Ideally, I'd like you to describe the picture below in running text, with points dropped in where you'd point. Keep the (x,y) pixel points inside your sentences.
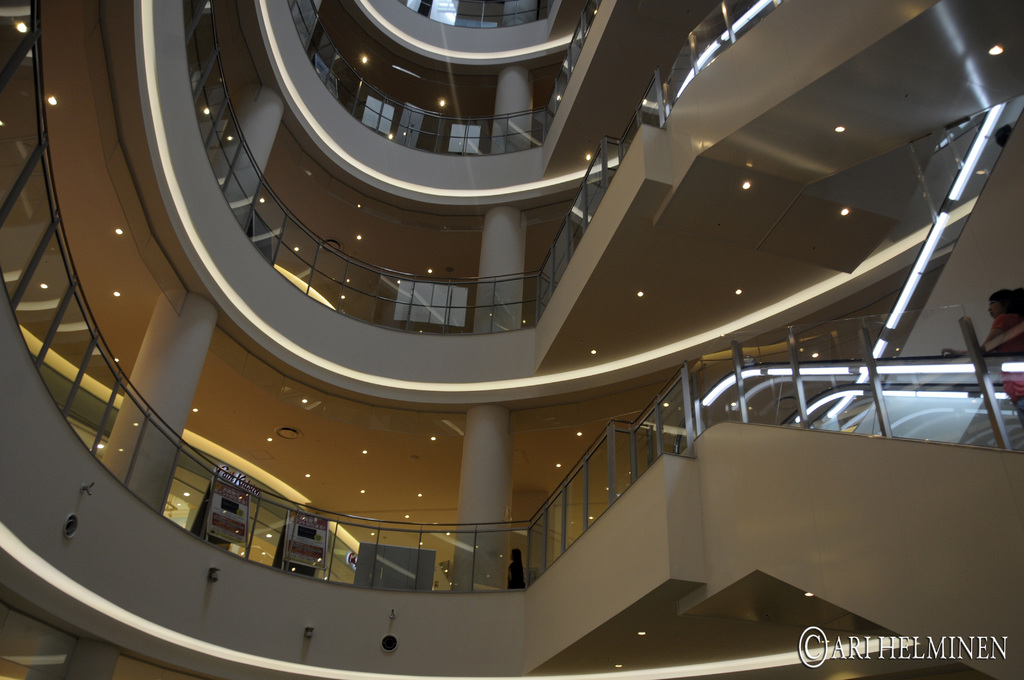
This picture is an inside view of a building (453,131). In this picture we can see the wall (366,150), pillars (502,456), railing (649,431), roofs (486,401), lights (687,347). In the center of the image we can see the machines (230,536), board (374,544) and a person (512,570) is standing. On the right side of the image (871,333) we can see the stairs (895,408), lights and a person (1015,384) is standing. In the bottom right corner (924,636) we can see the text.
